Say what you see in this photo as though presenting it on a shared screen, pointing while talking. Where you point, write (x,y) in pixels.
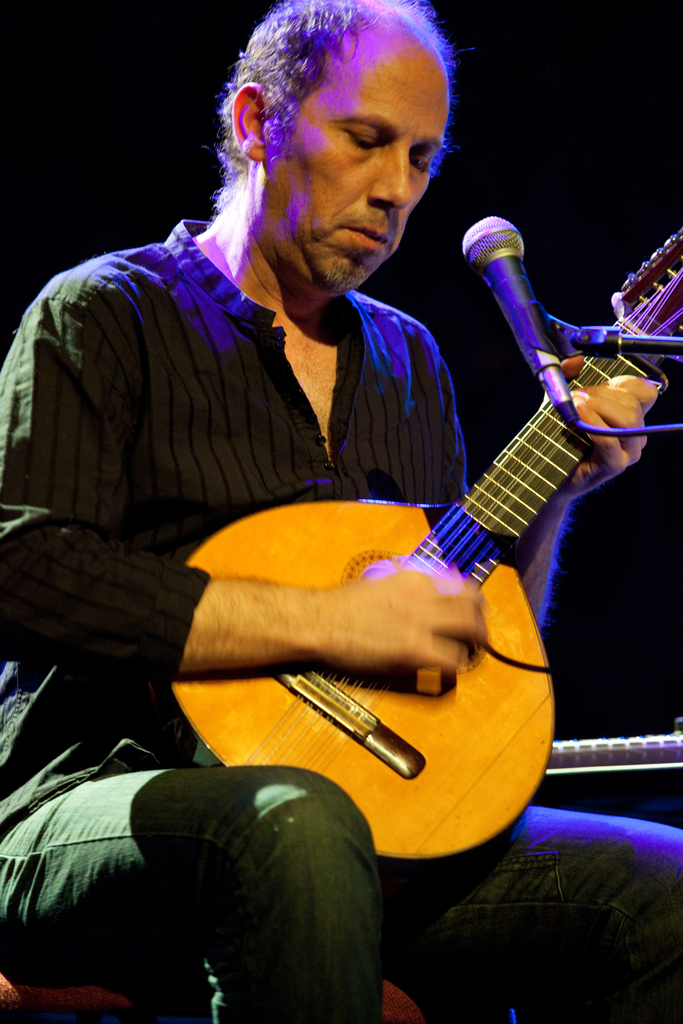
This picture seems to be of inside. In the foreground (163,912) we can see a man (170,430) wearing shirt (140,382), playing guitar (526,480) and sitting. There is a microphone (517,251) attached to the stand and the background (610,49) is very dark.
